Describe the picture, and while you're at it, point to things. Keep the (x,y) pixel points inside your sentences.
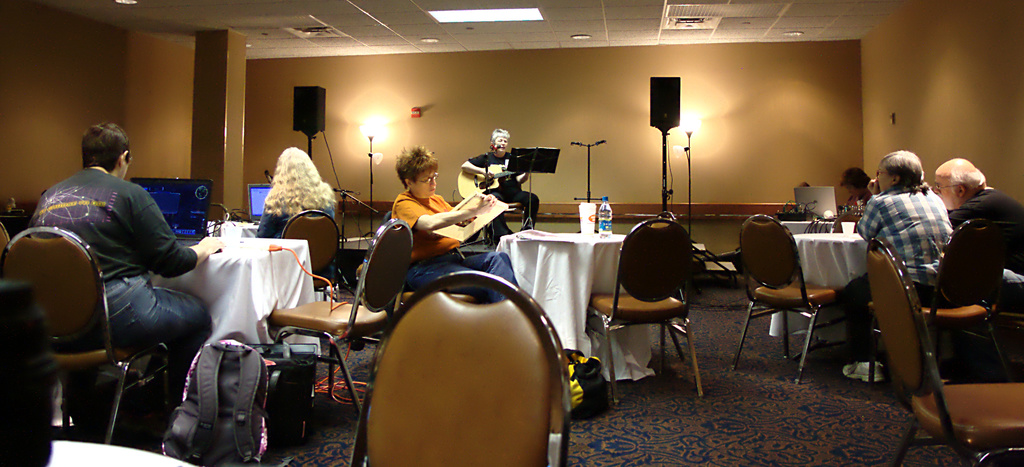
In this picture we can see a group of people (184,257) sitting on chairs (953,244). In front of the people (424,196) there are tables (242,275), which are covered with white clothes (234,262). On the tables (604,242) there are laptops (178,201), a bottle (602,220), cups (586,220) and some objects (820,217). On the floor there are bags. Behind the people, there is a man (470,163) in the black t shirt (492,166) is holding a guitar (505,172). In front of the man (499,159) there is a music stand (510,160). On the left (318,133) and right side of the man (500,149) there are stands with speakers (320,112) and lights (692,129). Behind the man (526,194) there is an object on the wall (421,95). At the top (433,41) there are ceiling lights (479,18).
